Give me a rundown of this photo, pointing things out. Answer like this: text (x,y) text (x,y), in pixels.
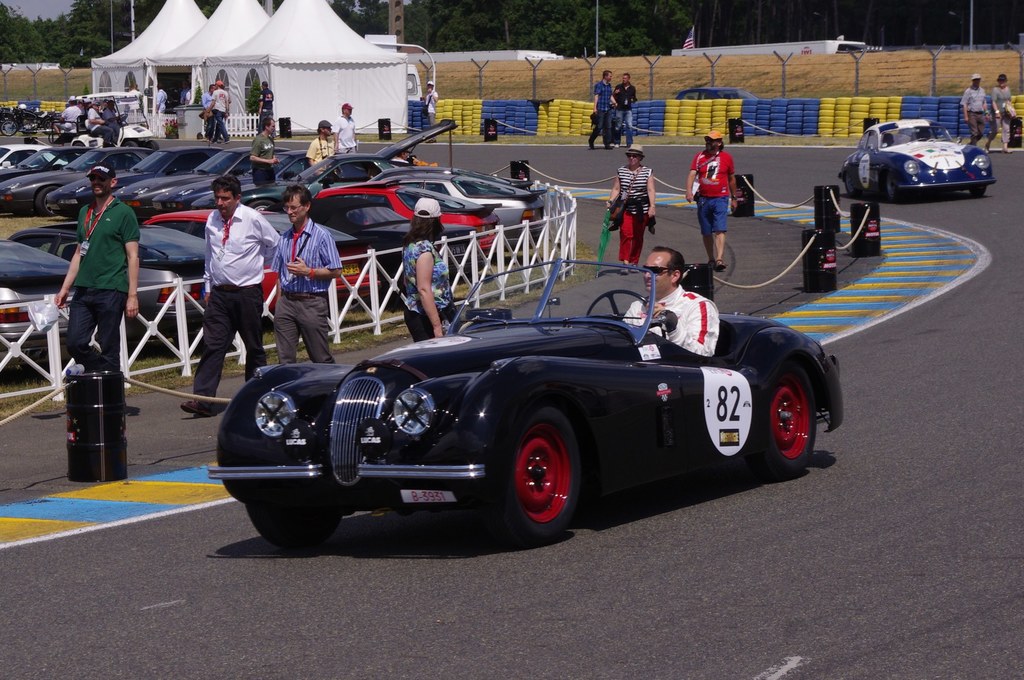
In this picture I can see group of people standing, there are vehicles (150,265), there are rope barriers (856,220), tyres (469,123), there is fence (529,256), there are canopy tents (235,65), and in the background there is the sky (38,9).
